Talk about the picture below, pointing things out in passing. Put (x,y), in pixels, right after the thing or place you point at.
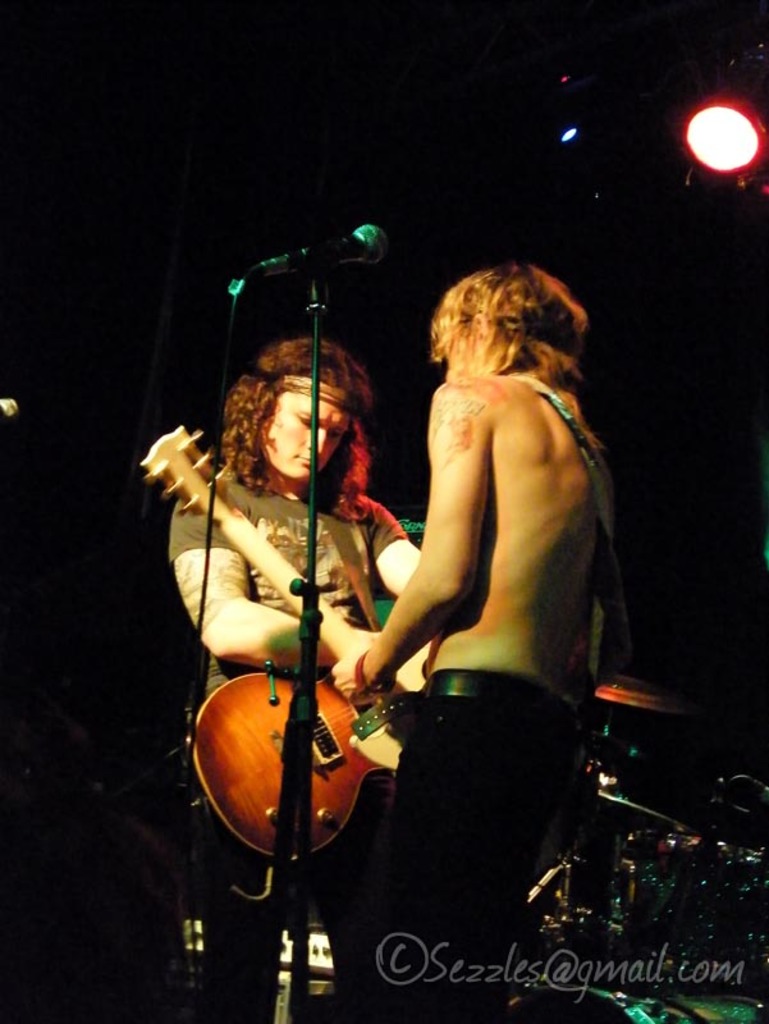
In the image we can see there are people (411,552) who are standing and holding guitar (276,764) in their hands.
